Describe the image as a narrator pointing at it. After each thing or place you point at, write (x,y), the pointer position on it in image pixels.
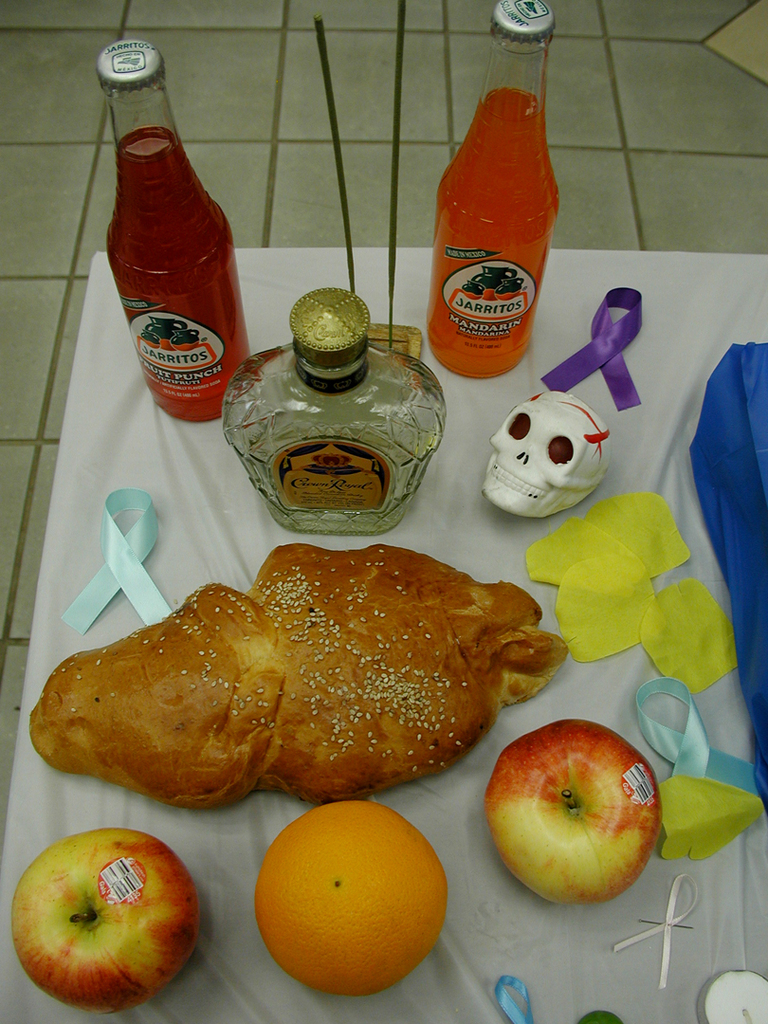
In this picture we can see a bun (336,673) with sesame seeds (336,673), apple (120,924), orange (425,892), ribbons (135,576), a skull (519,458) and few bottles (506,301) on a white cloth (508,926).
